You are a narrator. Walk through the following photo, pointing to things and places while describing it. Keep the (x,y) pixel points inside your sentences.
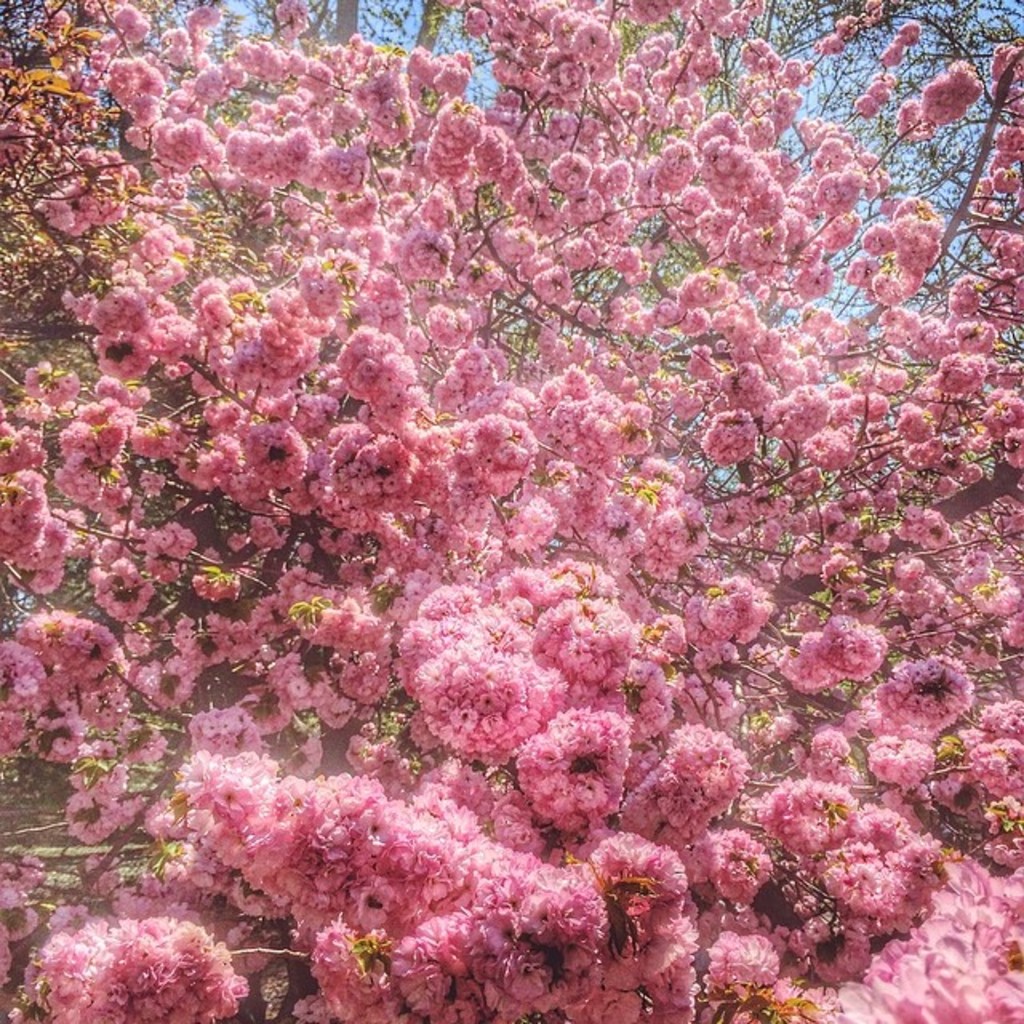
There are pink flower trees (412,83) and there is sky (313,22).
